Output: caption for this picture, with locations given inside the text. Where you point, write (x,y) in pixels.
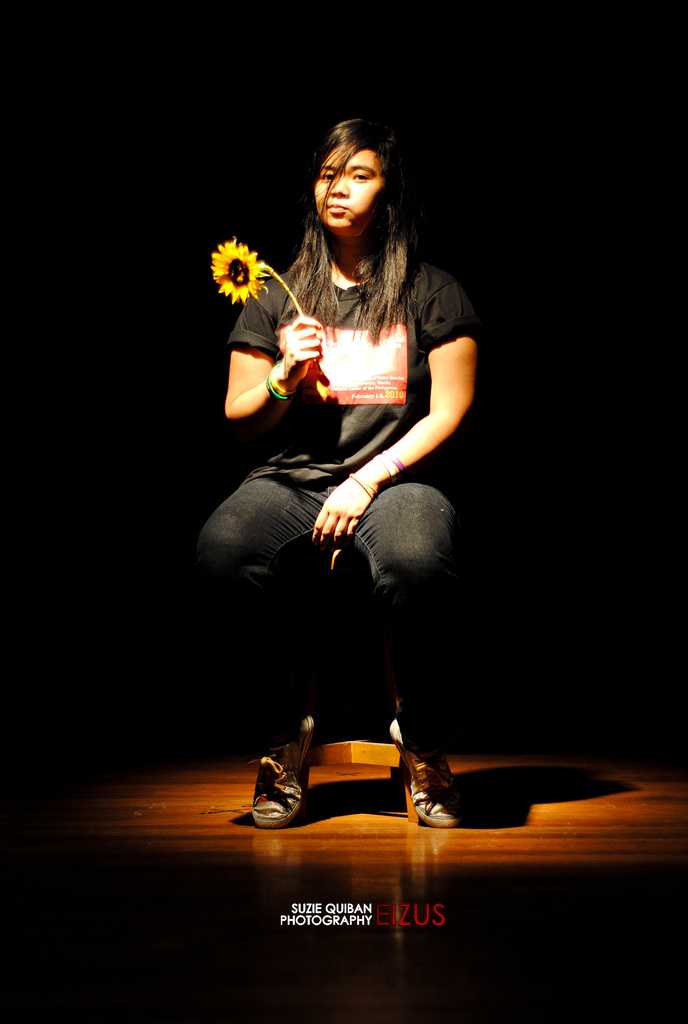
In the middle of the image (320,475) a woman (352,428) is sitting on a chair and holding a flower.
